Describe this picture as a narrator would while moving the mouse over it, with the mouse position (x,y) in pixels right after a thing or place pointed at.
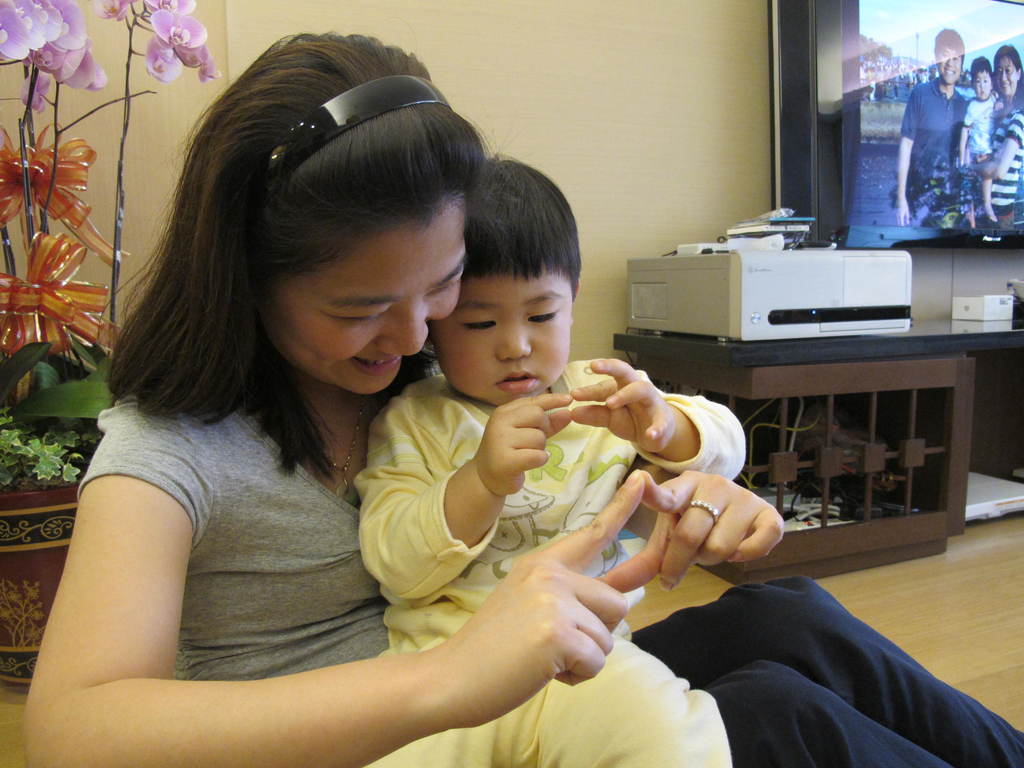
In this image a two persons (390,412) visible in the foreground (584,371), in the background (656,179) I can see the wall (114,46), in front of the wall (758,1) there is a table (755,357), on the wall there is a screen (908,151) attached, on which I can see person images (932,98) on the right side (919,133), on the table (916,335) there is an equipment (841,266) kept on it, on the left side (27,521) there is a flower pot (14,518), in which there are plants (13,453) and flowers (50,32) visible.
